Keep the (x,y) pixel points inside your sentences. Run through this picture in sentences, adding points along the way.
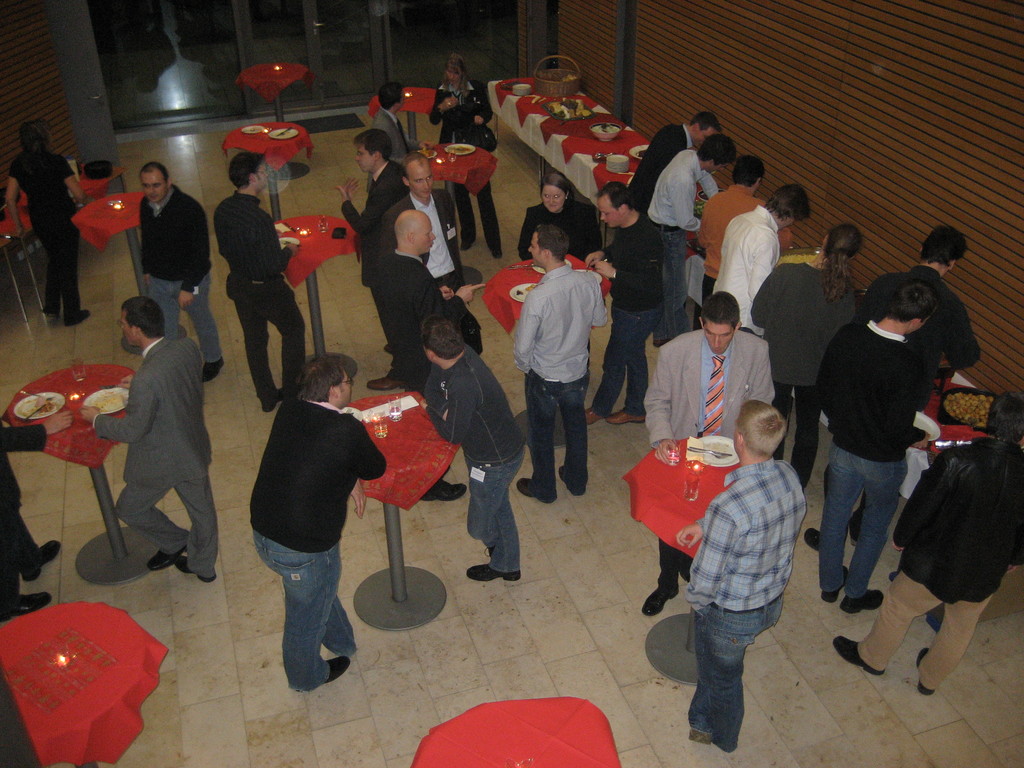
In this image I see the floor (327,309) on which there are number of people (459,414) and I see number of tables (650,477) on which there are food items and I see number of glasses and I see the wall (833,187).
